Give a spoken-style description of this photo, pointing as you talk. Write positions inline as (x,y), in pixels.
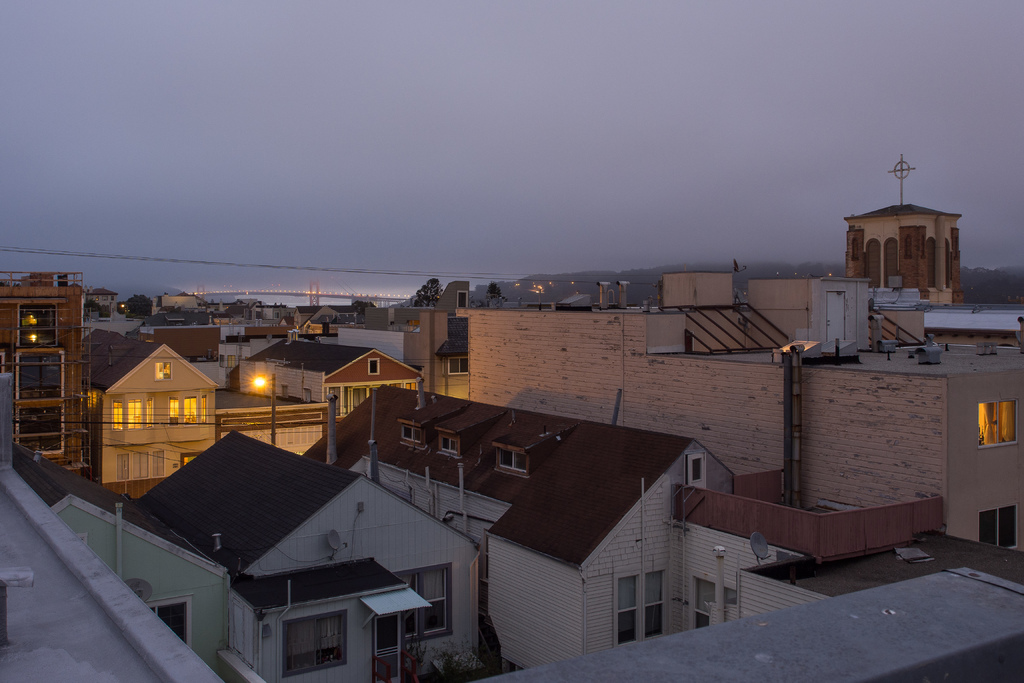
In the image there are many buildings (413,432) with walls (366,614), windows (341,622), roofs (279,584), doors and also there are dish antennas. There are few poles (266,384) with lights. In the background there are hills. At the top of the image (375,142) there is a sky (473,263).
